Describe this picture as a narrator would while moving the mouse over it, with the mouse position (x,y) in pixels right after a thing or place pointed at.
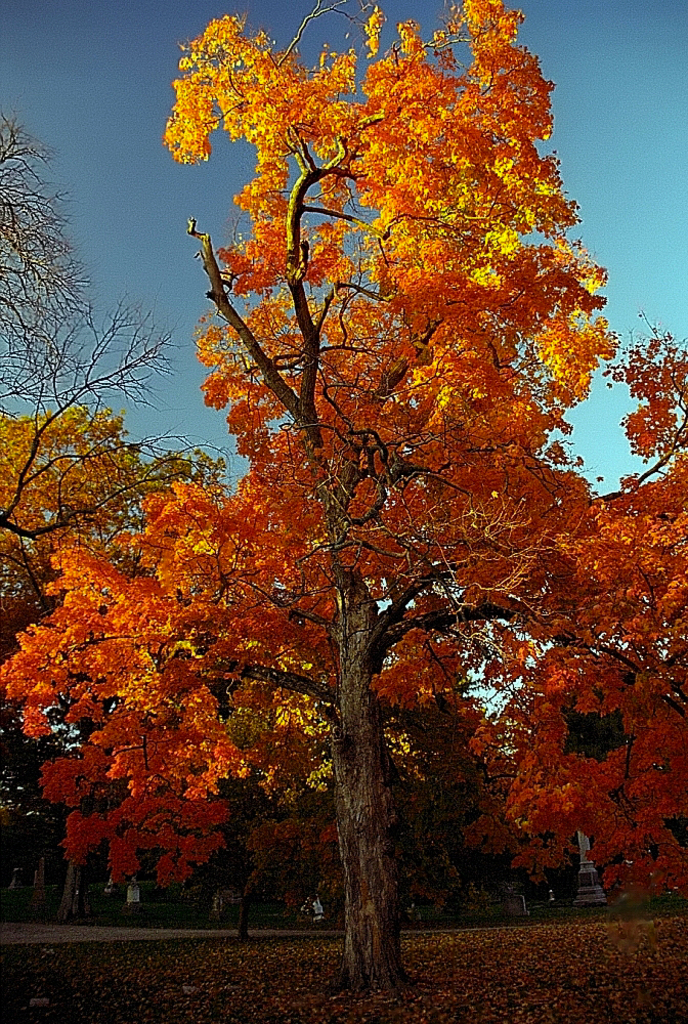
In this image there are trees (314,597). In the background (118,87) there is sky (646,124). At the bottom (510,959) there are leaves (278,975).
